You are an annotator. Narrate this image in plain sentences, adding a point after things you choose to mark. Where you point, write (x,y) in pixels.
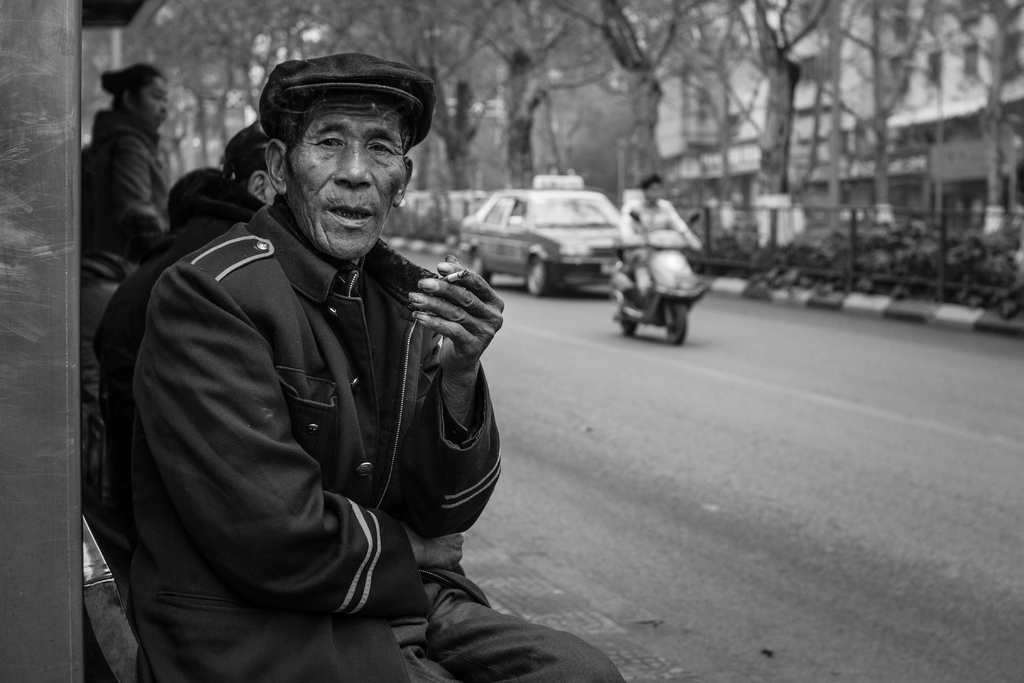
In the center of the image (658,317) there is a person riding the bike (682,325). On the left side of the image (177,479) there are people (183,315). In the background of the image (812,234) there is a metal fence (882,256), plants (976,249), trees (579,95) and buildings (939,98).
